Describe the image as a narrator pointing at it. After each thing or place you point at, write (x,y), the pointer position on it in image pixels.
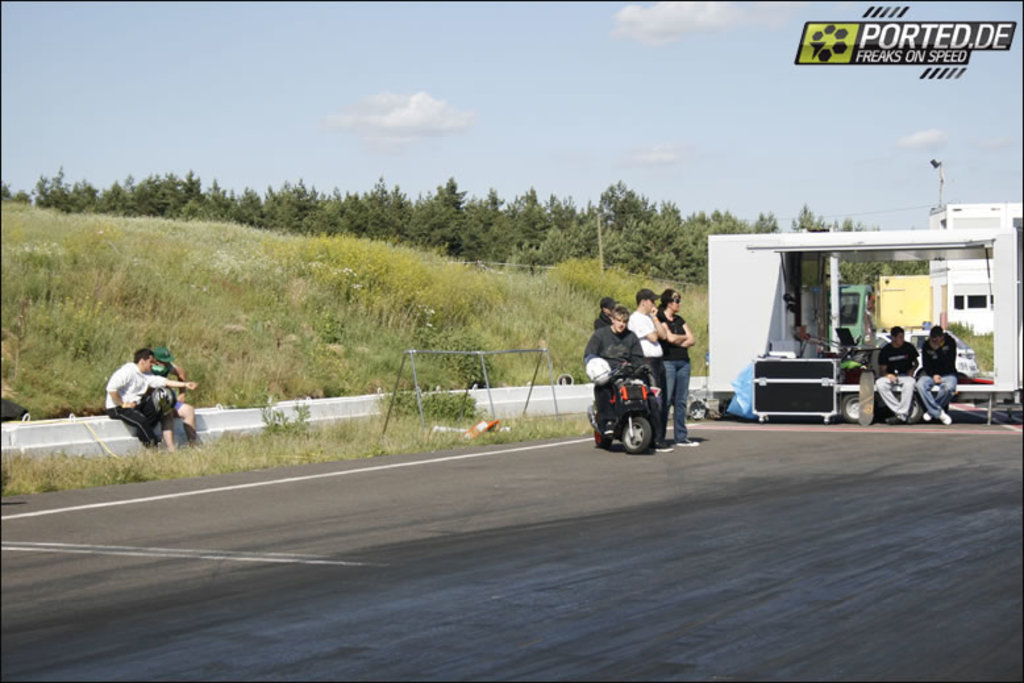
Here we can see people (905,352), building (958,261), box (807,402), vehicle (642,437) and grass (525,277). Background (378,212) there are trees (531,234). These are clouds (653,33).
